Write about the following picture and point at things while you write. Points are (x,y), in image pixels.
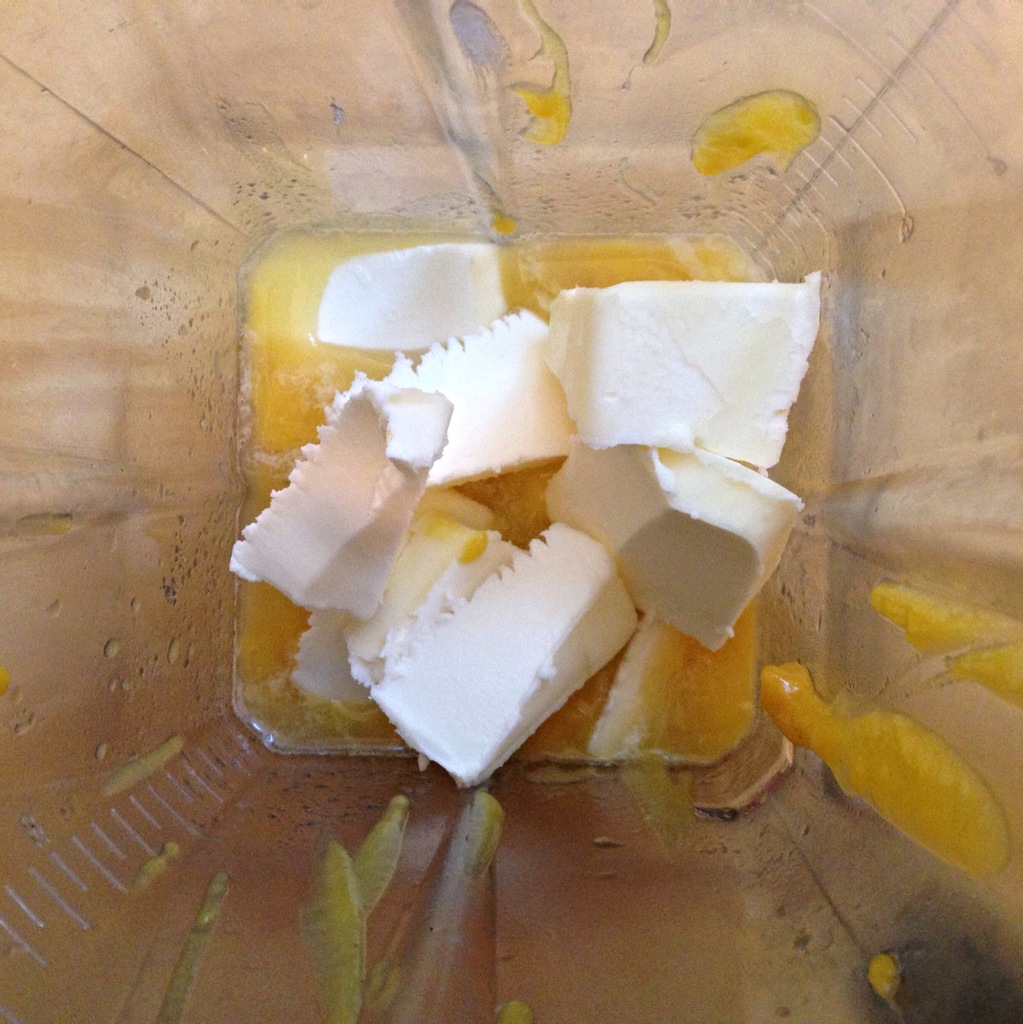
In this image I can see a plastic container (159,809) in which I can see a yellow colored liquid (343,701) and few white colored objects (509,624). I can see the cream colored surface (121,372) through the container (111,277).
